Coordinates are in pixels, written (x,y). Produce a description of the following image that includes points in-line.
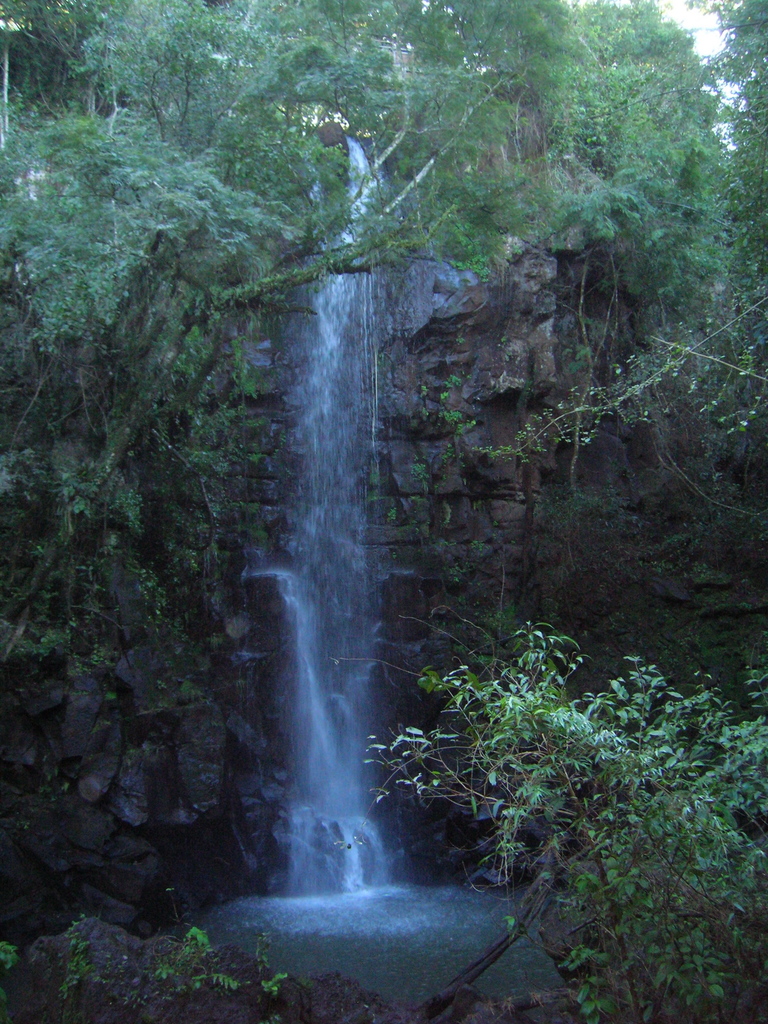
In this image, we can see waterfall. We can also see some trees (720,798). At the bottom (459,934), we can see some water (459,934).
